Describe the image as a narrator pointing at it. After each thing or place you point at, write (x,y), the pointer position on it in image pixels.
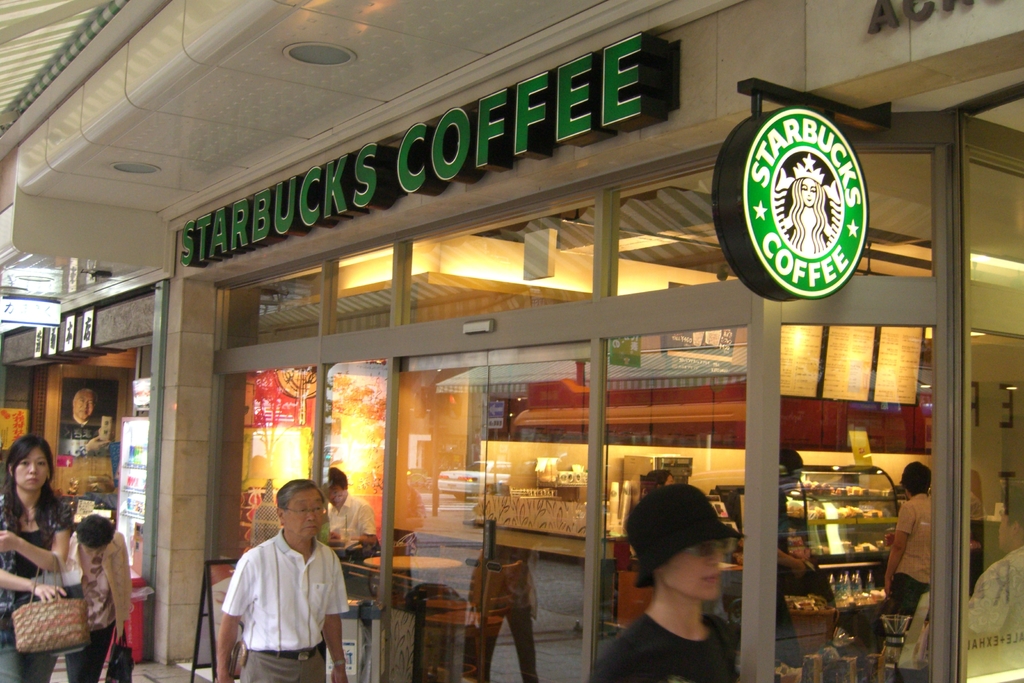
In this image we can see the buildings (399,3). On the buildings (391,119) we can see the text (601,126) and a board (783,143) with text (843,151). We can see store (73,486) in the buildings (182,232). In the store (453,470) we can see group of food items (809,491) and there are few persons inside the stores (492,560). We can see the glasses (419,565) to the building (598,496). On the left side (92,440), we can see posters (80,457) with text (87,337). There are few persons (668,521) in front of the stores (592,507).
